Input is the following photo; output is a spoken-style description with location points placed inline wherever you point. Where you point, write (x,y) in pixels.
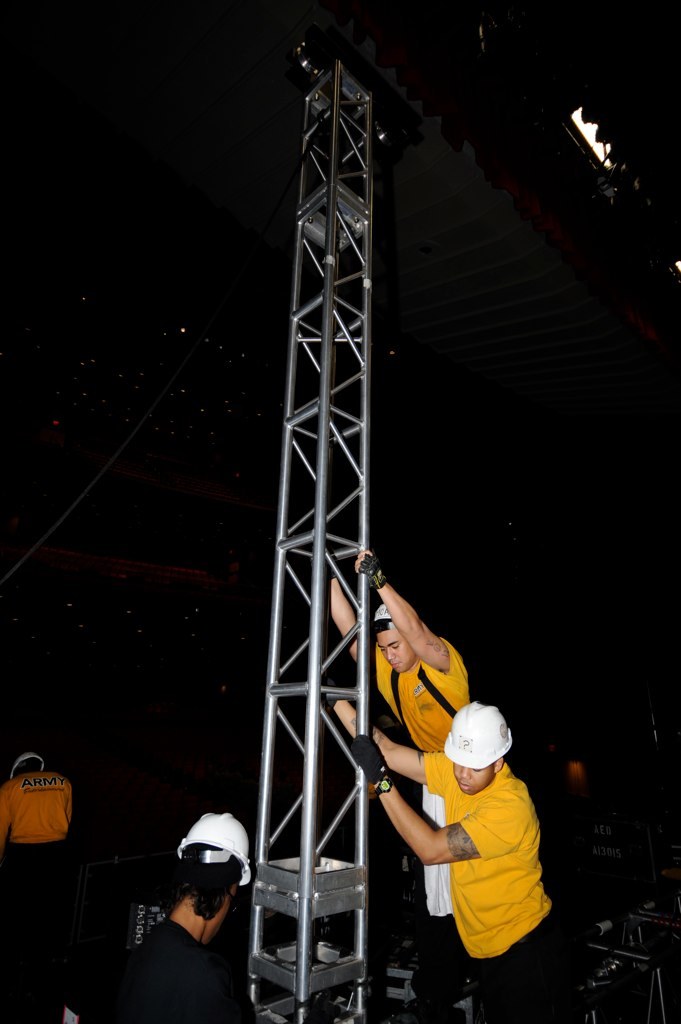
In this picture there are three persons (411,645) holding a pole (359,250). They are wearing t-shirt (498,827) and helmets (477,711). On the top right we can see the focus lights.
